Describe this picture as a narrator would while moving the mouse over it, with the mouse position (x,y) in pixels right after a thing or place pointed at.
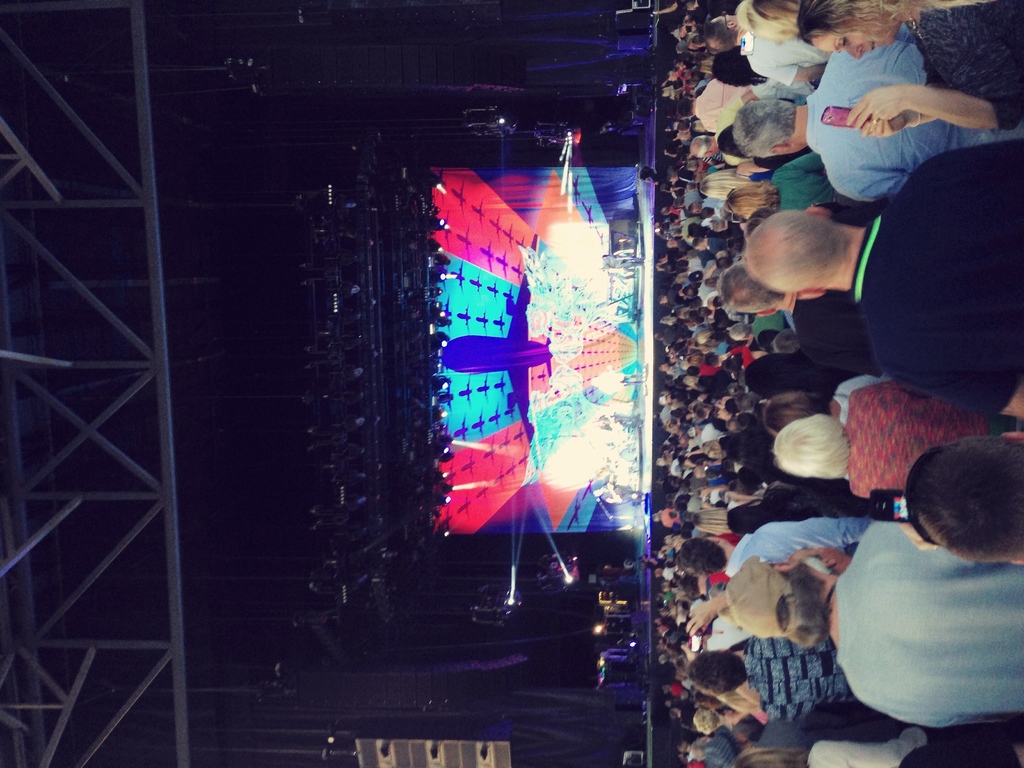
The image is an inverted image. There are many people (855,314) in front of the stage (646,406). On the stage (614,431) people (627,378) are playing musical instruments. In the background (591,264) there are lights (394,315). In the left (85,273) there is a pole (116,645).
